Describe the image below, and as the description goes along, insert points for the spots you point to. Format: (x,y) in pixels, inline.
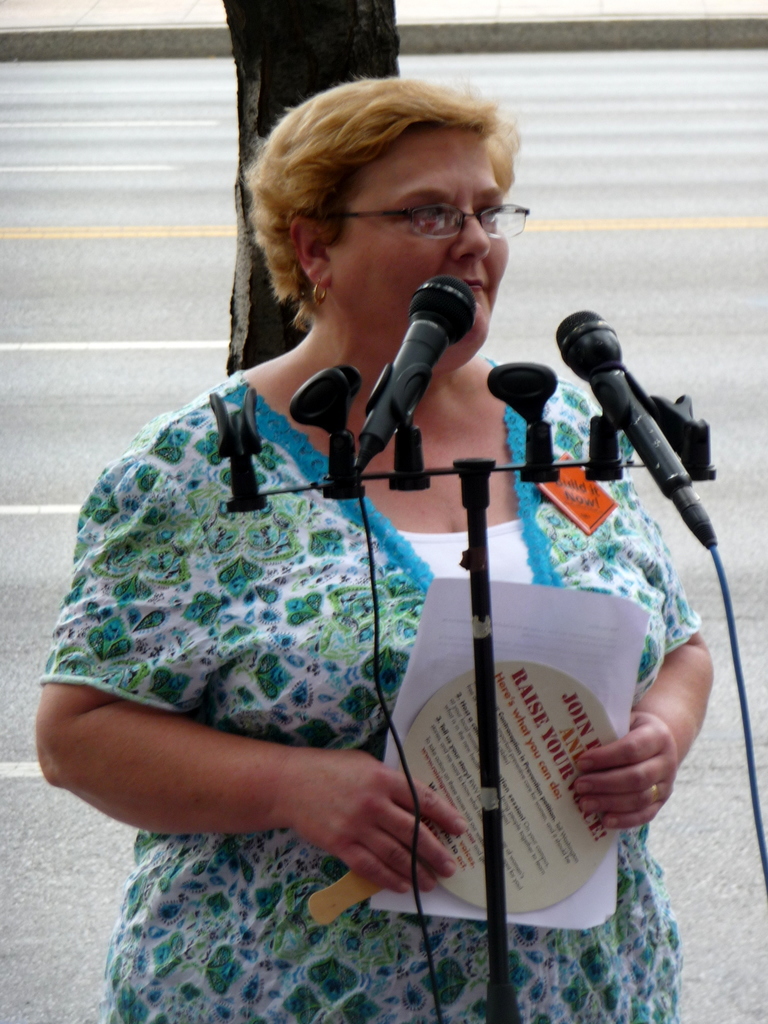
In this image there is a woman (299,607) holding paper (528,614) in her hand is standing in front of a mic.
